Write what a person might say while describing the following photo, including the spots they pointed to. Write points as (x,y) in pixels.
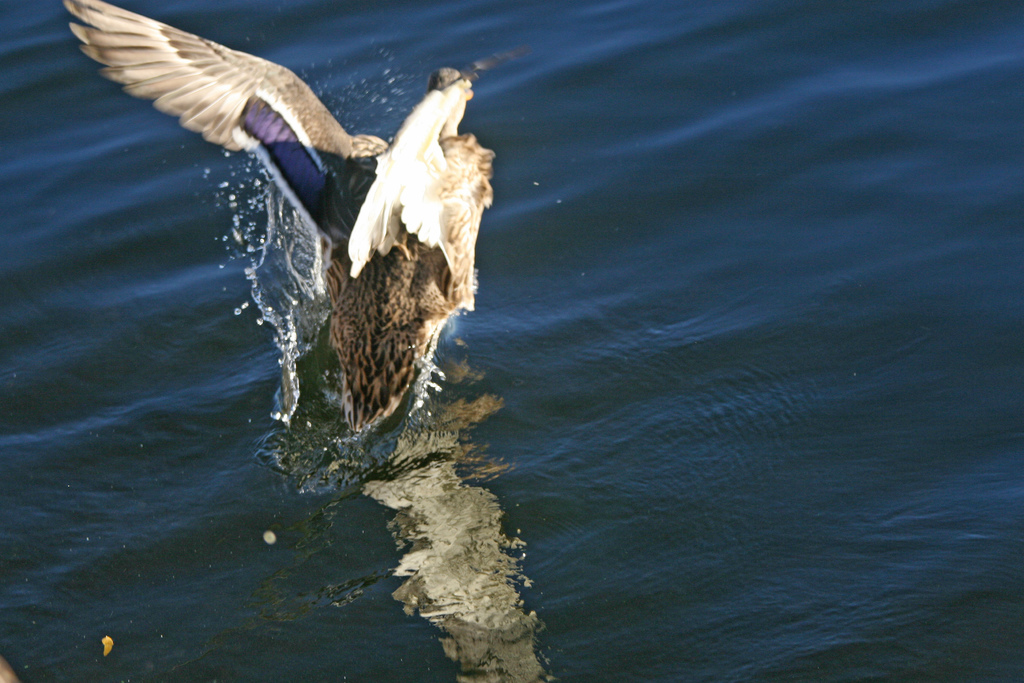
In this image I can see the bird (275,150) in the air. I can see the water (505,233). The bird (365,304) is in brown, white and black color.
